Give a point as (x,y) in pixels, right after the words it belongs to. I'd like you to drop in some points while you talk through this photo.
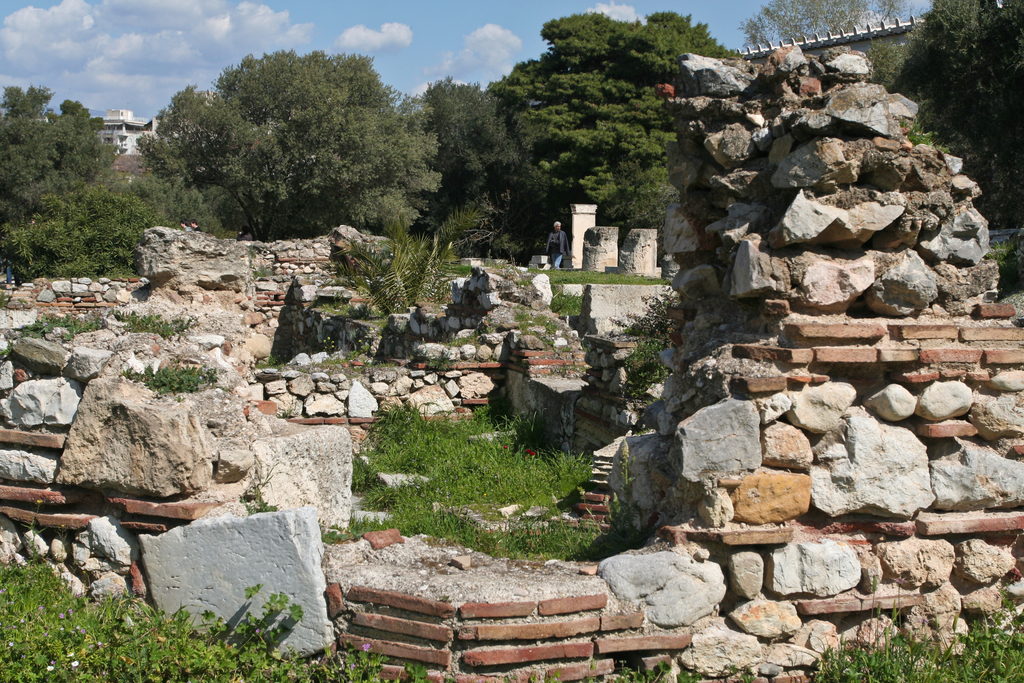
In the image we can see stones (821,397) and bricks (462,637). We can see grass (103,638), trees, buildings (120,140) and the cloudy pale blue sky (134,51). We can even see a person (560,248) walking and wearing clothes (557,241).
